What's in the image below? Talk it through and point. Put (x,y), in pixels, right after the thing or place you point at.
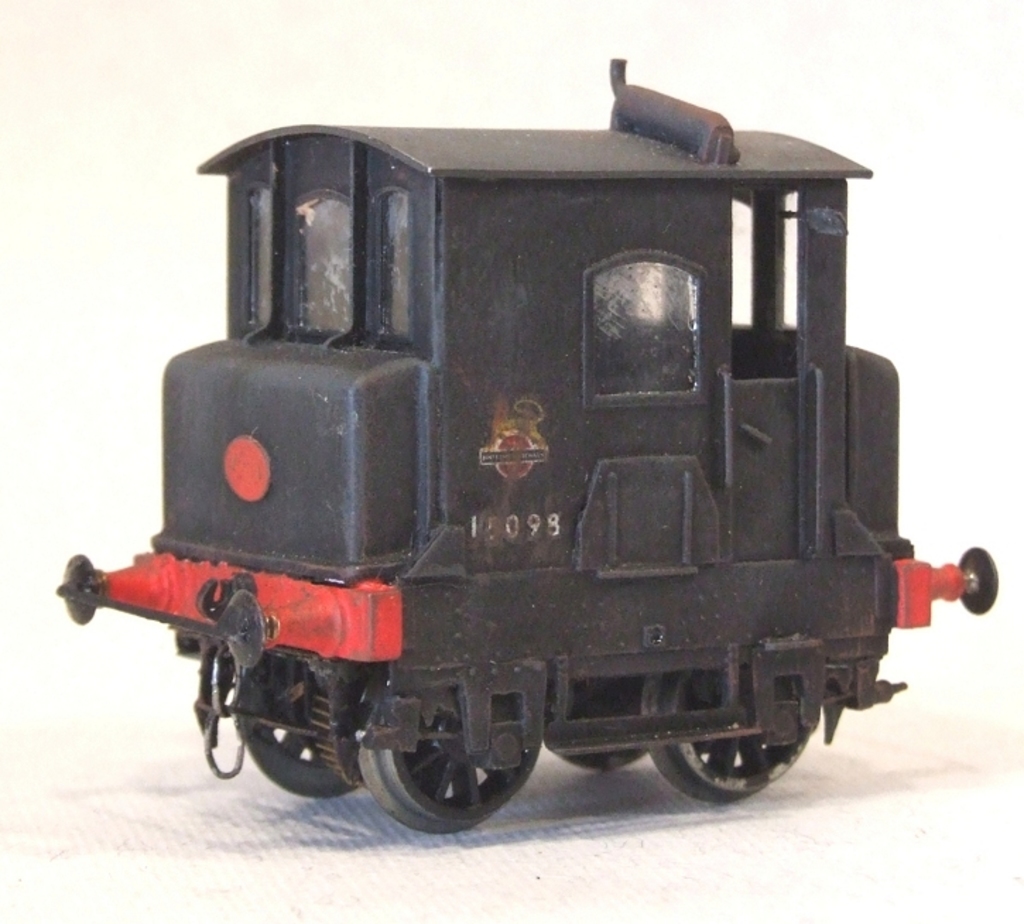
As we can see in the image there is a black color vehicle (497,491).
